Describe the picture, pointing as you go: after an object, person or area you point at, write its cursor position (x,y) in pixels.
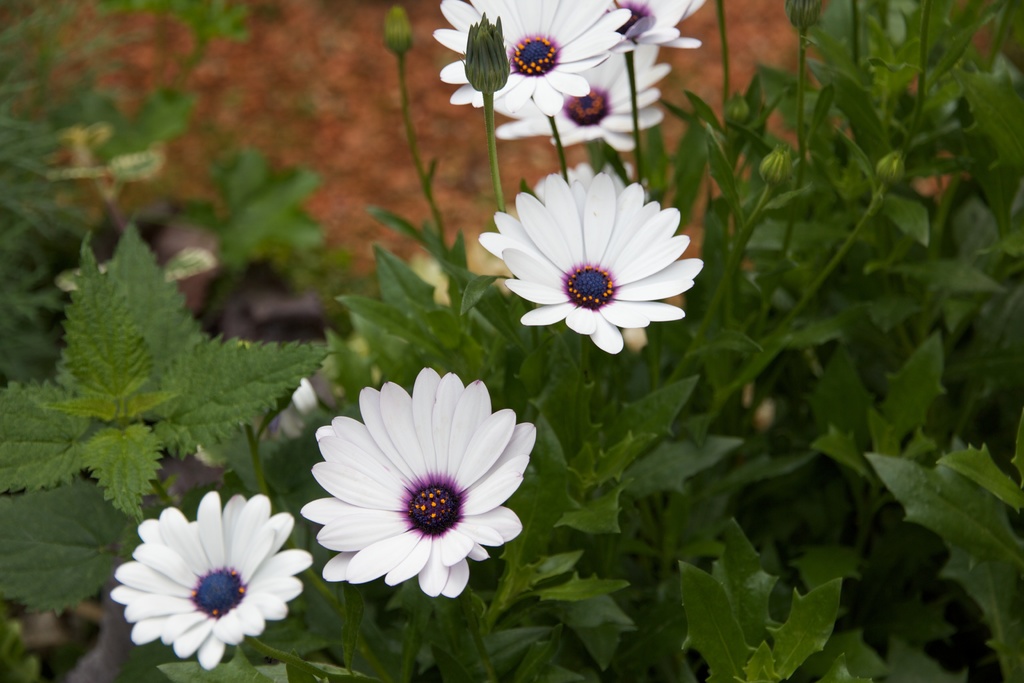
In this image we can see white color flowers (398,548), stems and leaves (769,302).
